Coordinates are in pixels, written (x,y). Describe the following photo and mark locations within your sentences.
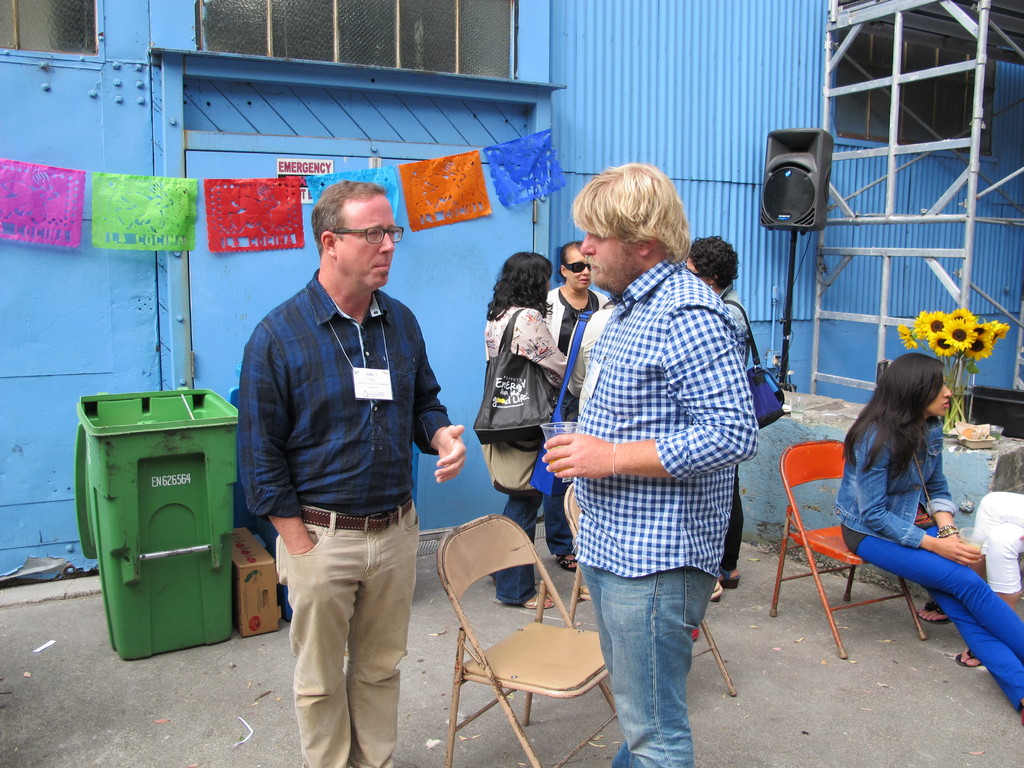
In this image there are group of persons (308,370) standing and at the right side of the image (891,412) there is a woman (856,521) sitting on a chair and there is a flower vase (949,321), sound box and at the left side of the image (200,340) there is a bin (115,609) and gate (322,140).
